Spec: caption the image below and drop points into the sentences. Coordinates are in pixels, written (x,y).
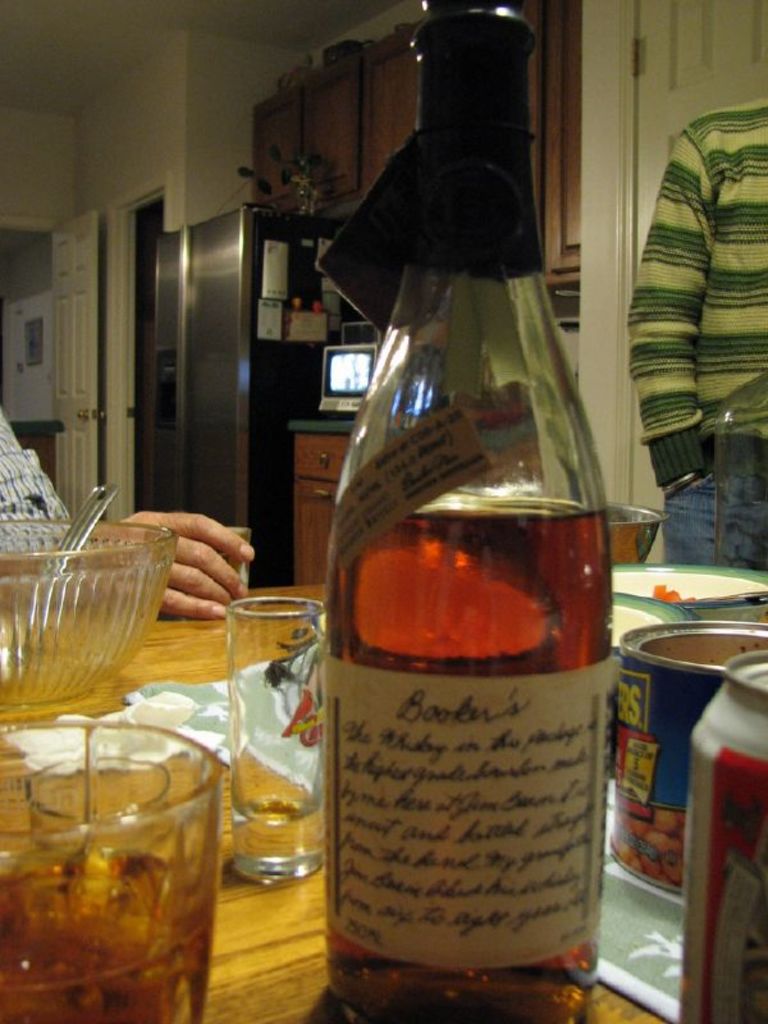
In this image, There is a table (318,961) which is in yellow color on that table (303,905) there is a wine bottle (440,677), There is a glass (162,883), There is a bowl (93,623) in white color, There are some cans (701,754) on the table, In the left side (9,463) there is a man (9,473) sitting, In the right side (653,455) there is a person (695,307) standing, In the background (672,44) there is a door (651,88) in white color, There is a fridge (228,320) in black color, There is a white color door (93,313) in the left (65,338).
